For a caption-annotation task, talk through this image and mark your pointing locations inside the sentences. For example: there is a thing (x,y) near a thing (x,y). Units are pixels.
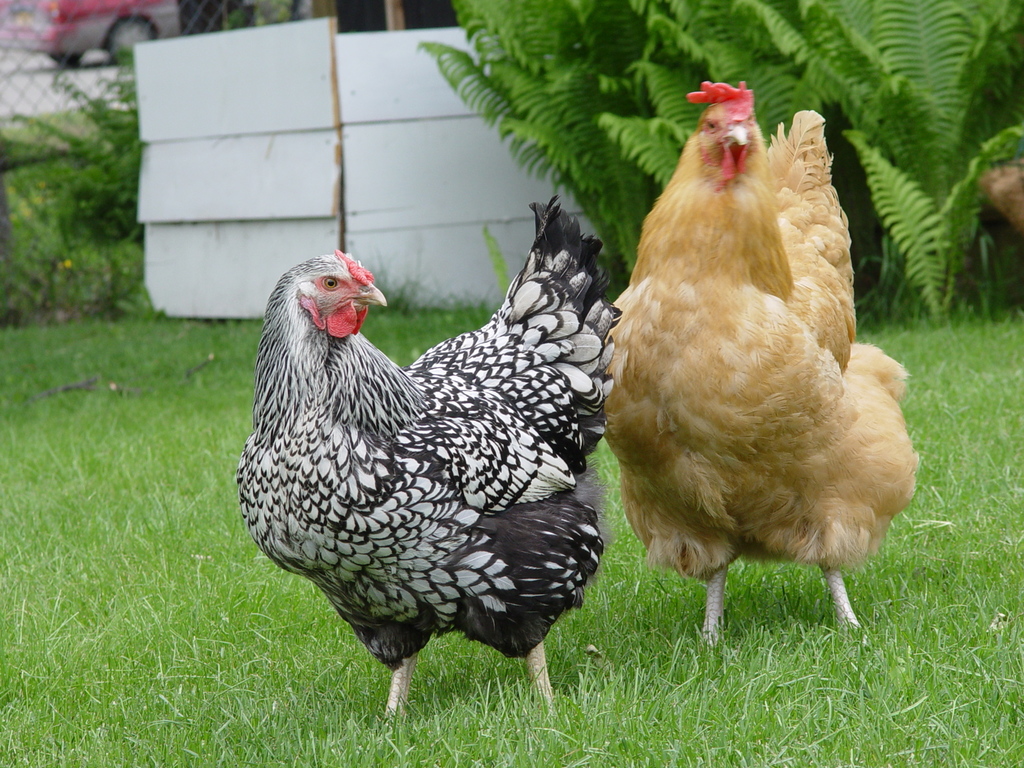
In this picture there are hens (543,248) in the center of the image (542,507) and there is grassland (124,375) at the bottom side of the image (302,698), there are plants (606,84) at the top side of the image (113,137), there is a car (111,35) in the top left side of the image (111,46).
